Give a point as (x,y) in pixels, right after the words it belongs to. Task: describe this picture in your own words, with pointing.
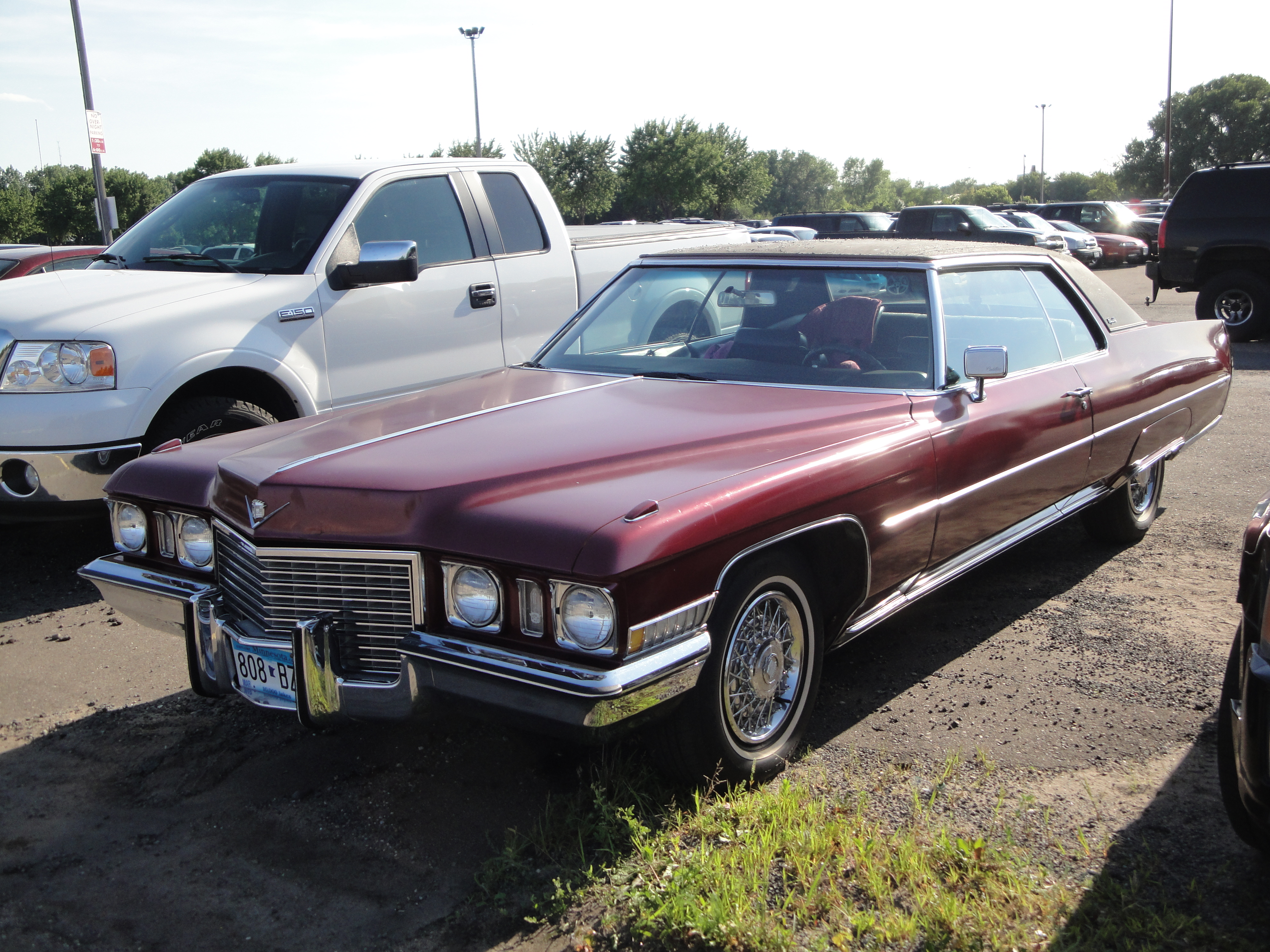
In this image we can see a group of cars (463,478) which are placed on the ground (848,663). We can also see some stones (1198,699), grass (896,802), poles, boards (99,127), a group of trees (564,165) and the sky (837,101) which looks cloudy.
